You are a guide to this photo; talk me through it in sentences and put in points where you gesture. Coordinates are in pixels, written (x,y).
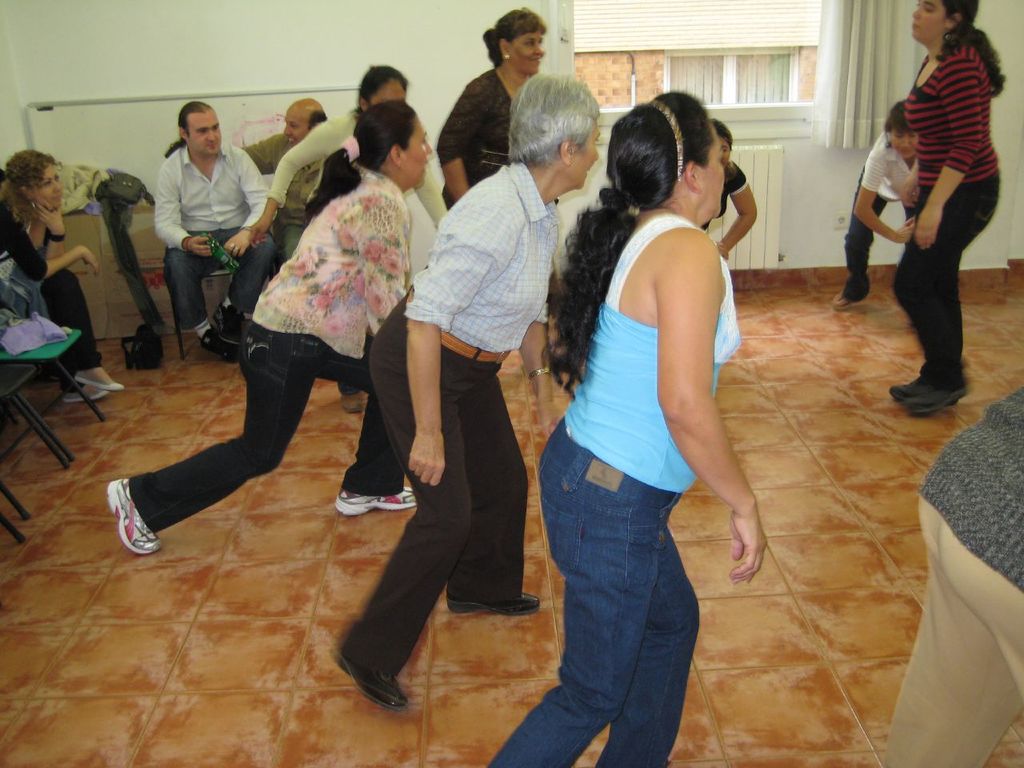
In the image we can see there are people (574,414) standing on the floor (508,663) and there are other people (24,253) sitting on the chair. There are curtains (882,117) on the window (801,79).
